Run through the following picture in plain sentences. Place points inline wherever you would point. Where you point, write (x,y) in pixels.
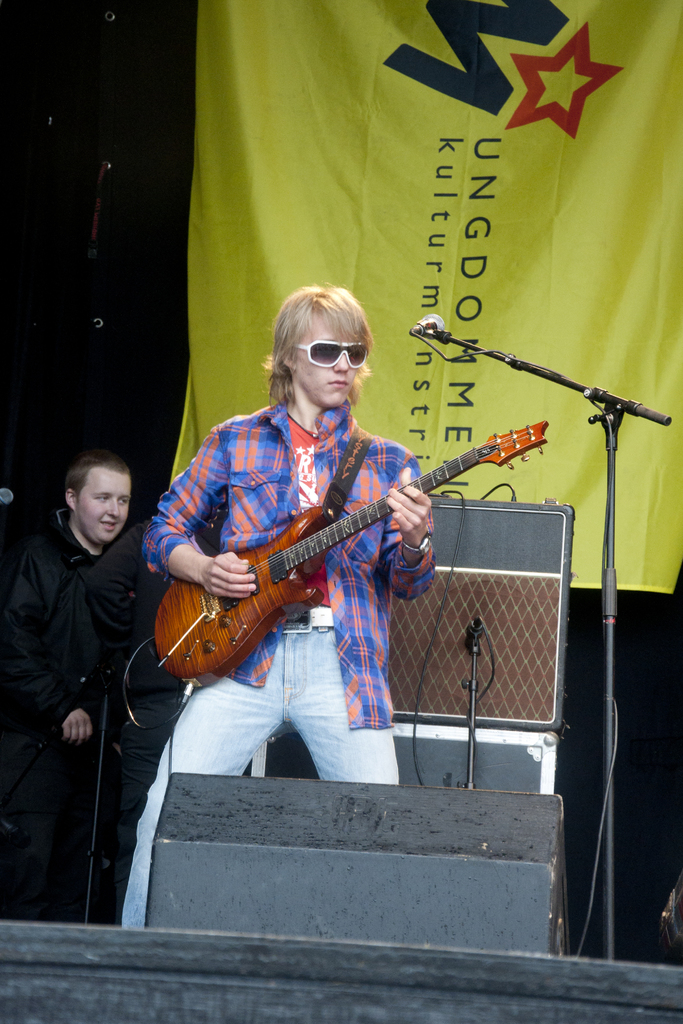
Three persons (11,884) in this image is standing. Person (193,711) in the middle (324,679) is holding a guitar (178,599). There is a mike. Background (419,297) there is a banner (624,18).
